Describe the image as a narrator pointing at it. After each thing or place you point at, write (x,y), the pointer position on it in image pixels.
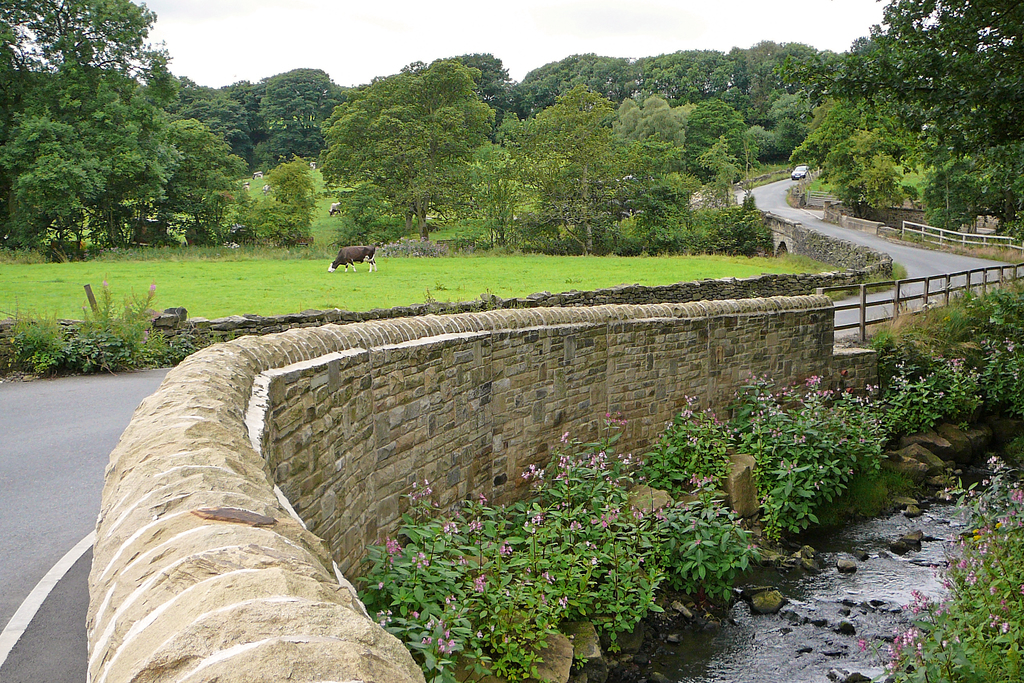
There is a river (777,584) with stones (712,625). On the sides there are plants (616,475) and stones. Also there is a wall (428,413) with railings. There is a road (119,396) with a vehicle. Also there is grass (378,275), animals (359,256) and trees (327,168). In the background (474,22) there is sky (414,22).
